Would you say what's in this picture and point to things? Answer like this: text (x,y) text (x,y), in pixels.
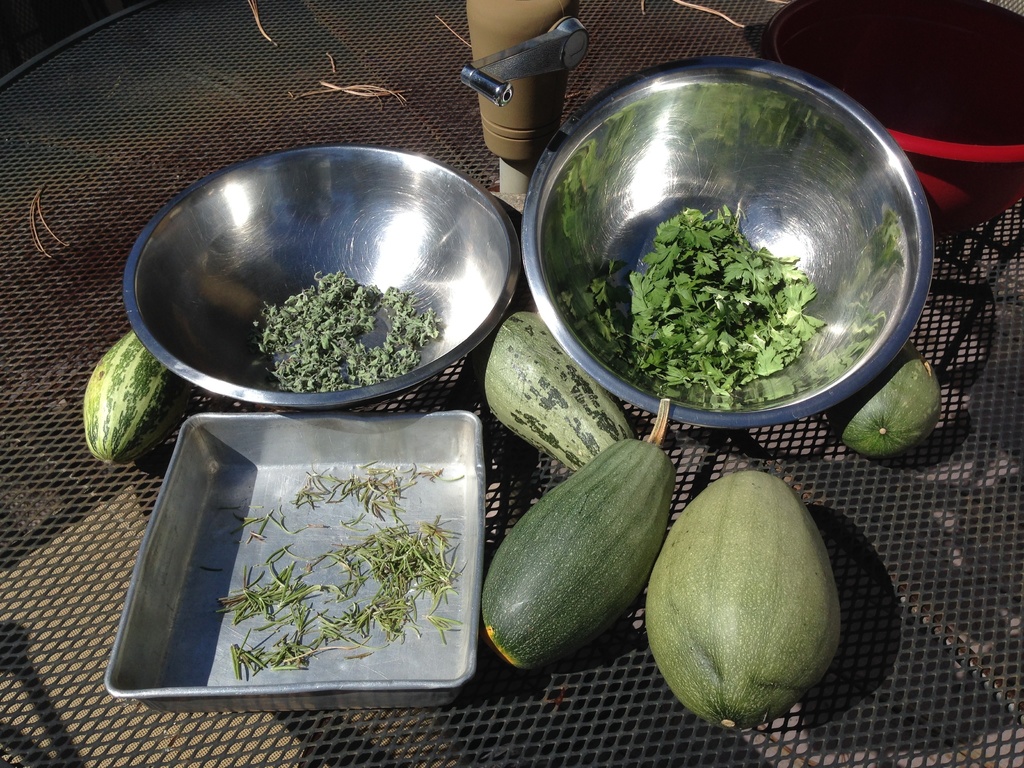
In this image I can see the black colored grilled surface (63,403) and on it I can see a metal tray (159,530), few bowls (275,261) and in the bowls (814,148) I can see few herbs (687,273). I can see few fruits (604,534), a red and black colored bowl (952,171) and a brown colored object (543,84) on the grill (587,9).
